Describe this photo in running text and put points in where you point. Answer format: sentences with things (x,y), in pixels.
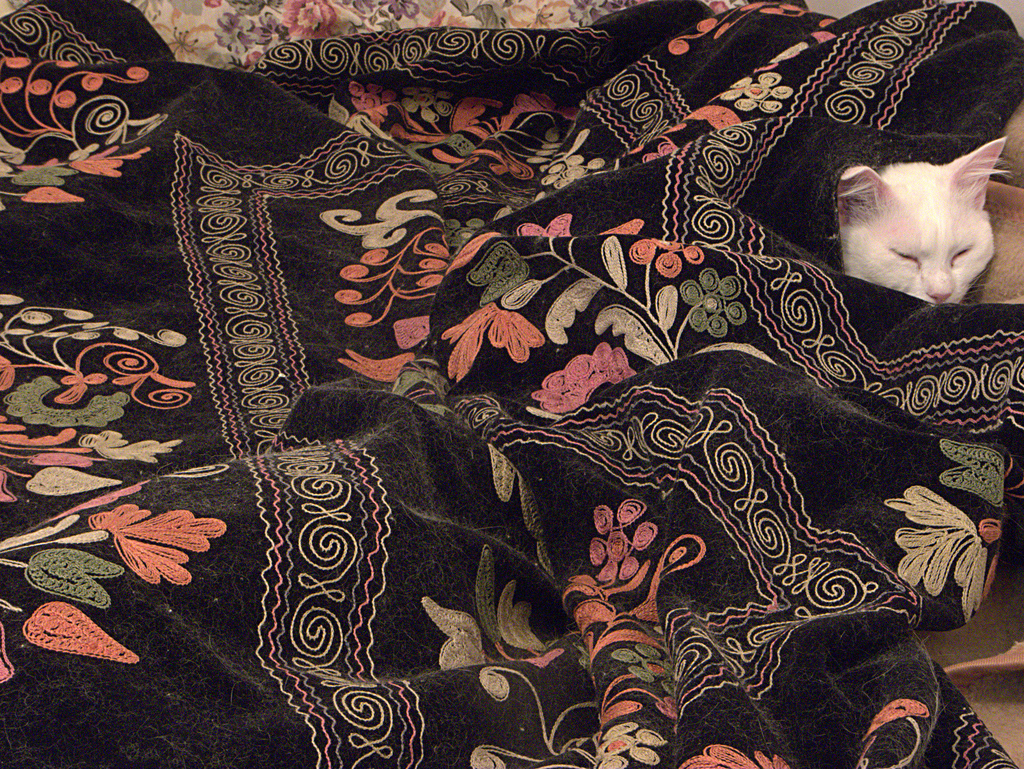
This picture shows a white cat (860,234) and we see black blanket (1013,47) on it and we see design (487,312) on the blanket (766,576).
